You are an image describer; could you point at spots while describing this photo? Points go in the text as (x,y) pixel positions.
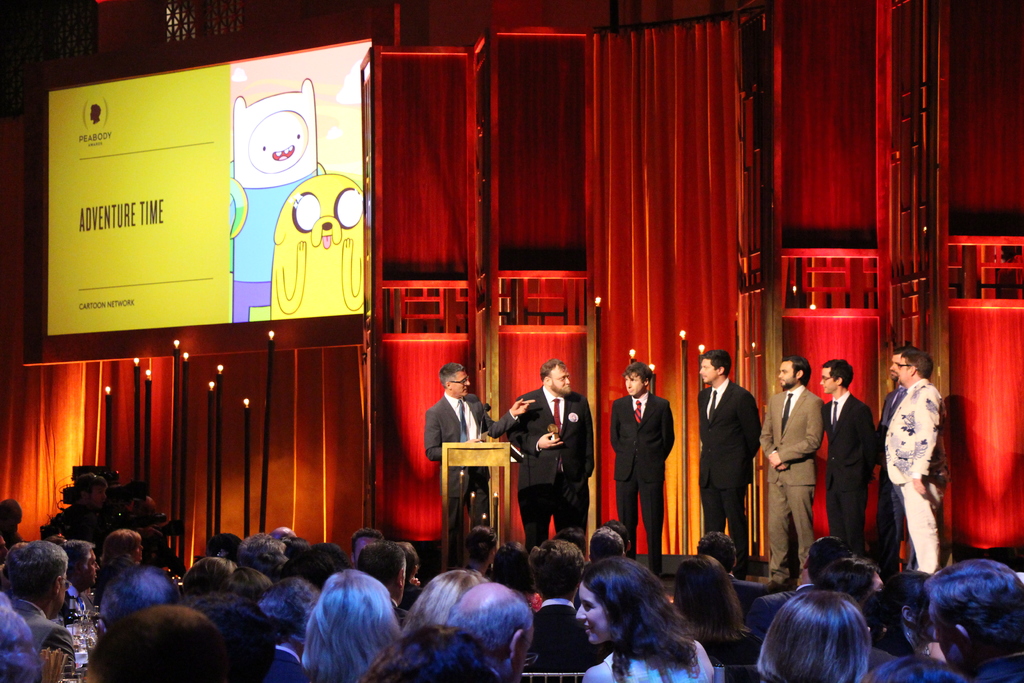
In this image there are eight people (874,464) wearing suits (745,484) and standing on the stage (674,570). The background (451,172) is fully in red color. There are also lights (213,386) visible. Screen (174,238) is also present. At the bottom (357,621) there are people (656,630) sitting.
